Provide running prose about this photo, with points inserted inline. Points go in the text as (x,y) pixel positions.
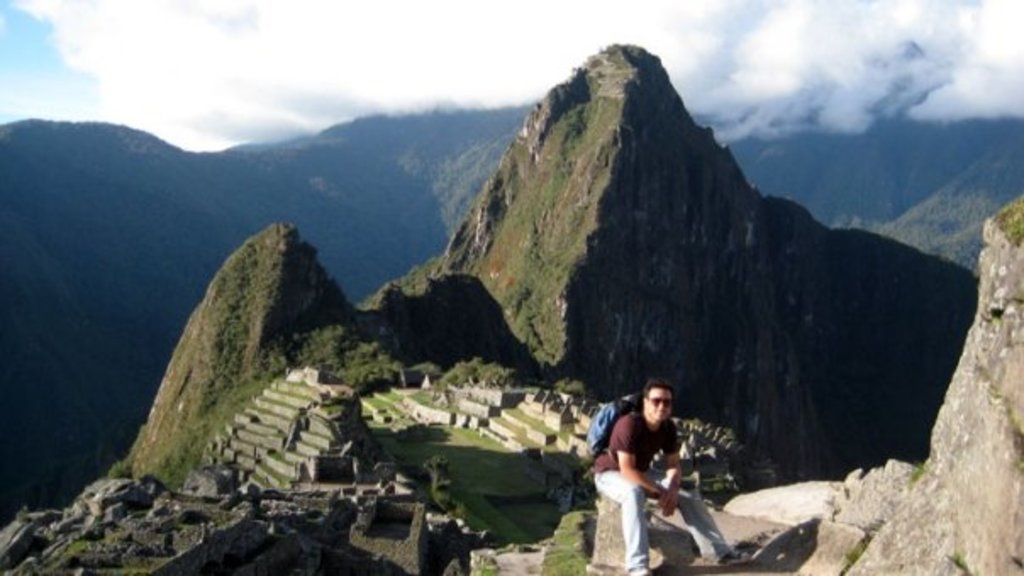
In this picture we can see a person (641,485), he is wearing a bag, here we can see rocks (598,499), grass (528,463) and in the background (813,61) we can see mountains (362,158), sky (761,48) with clouds (900,62).
